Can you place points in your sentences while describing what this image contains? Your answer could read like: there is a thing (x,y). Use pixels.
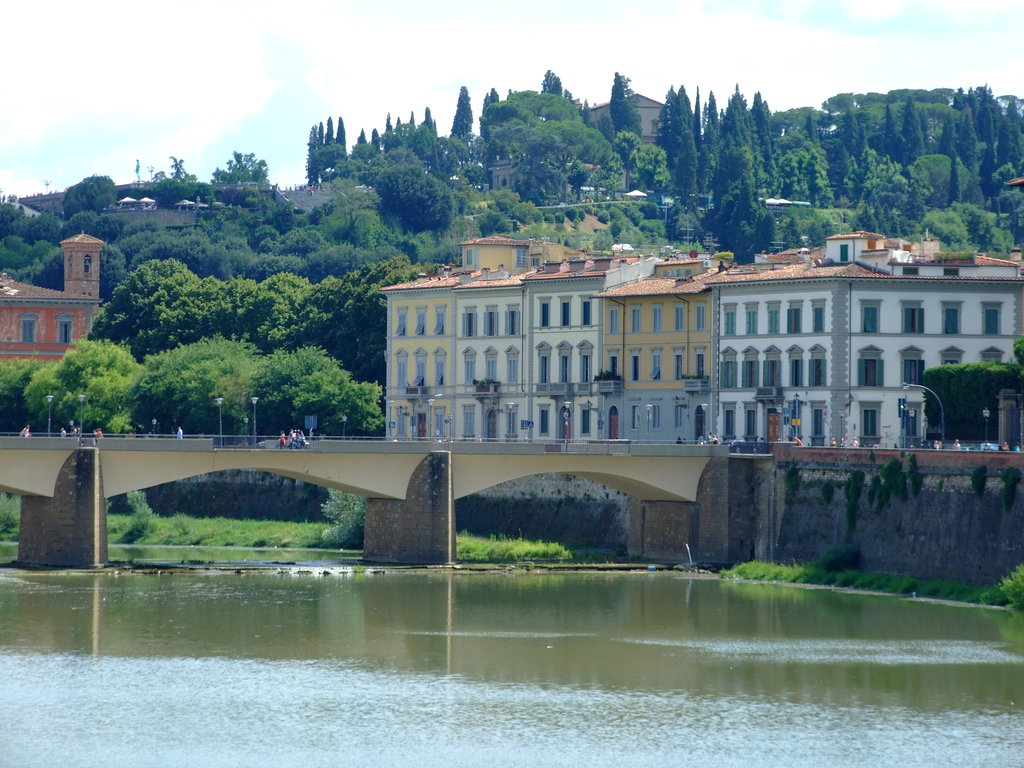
In the foreground of the picture (327,584) I can see the water (512,754). I can see the bridge (422,513) in the middle of the picture (448,511) and I can see a few people (716,440) on the bridge (60,441). In the background (510,300), I can see the buildings (503,255) and trees (530,177).
